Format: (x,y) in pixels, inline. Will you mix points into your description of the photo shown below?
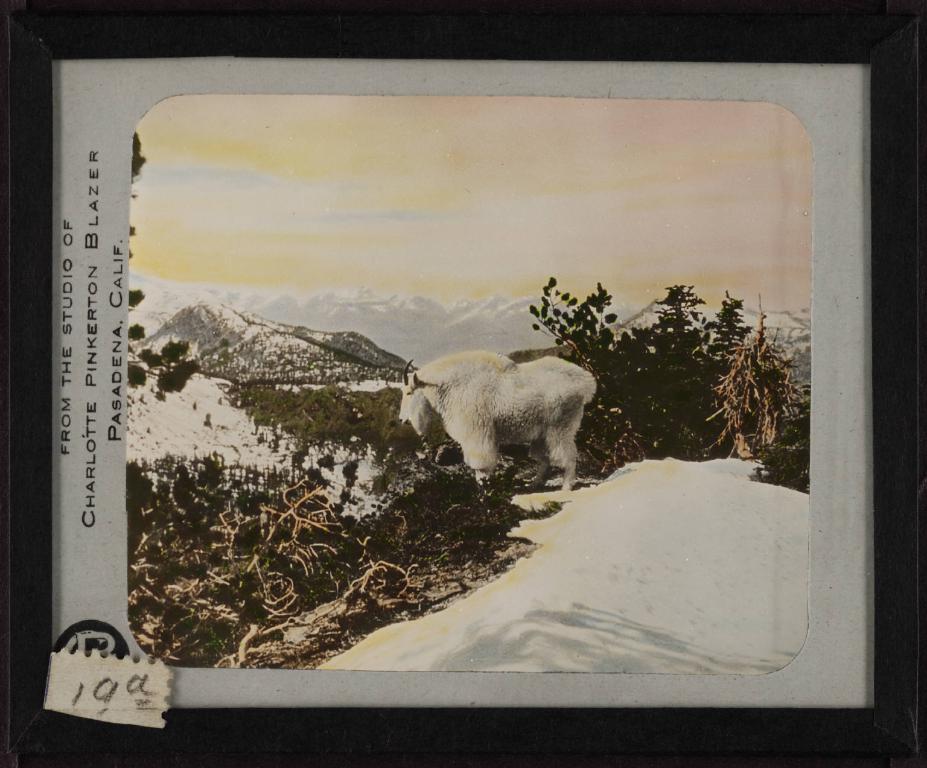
In the center of the picture (470,403) there is a mountain goat (476,437). In the foreground (411,522) there are plants (193,590) and snow (656,524). In the background (400,319) there are mountains (225,305) covered with snow (252,315) and there are trees (685,359). On the left (84,221) there is text (90,292). The picture has black border (33,246).
